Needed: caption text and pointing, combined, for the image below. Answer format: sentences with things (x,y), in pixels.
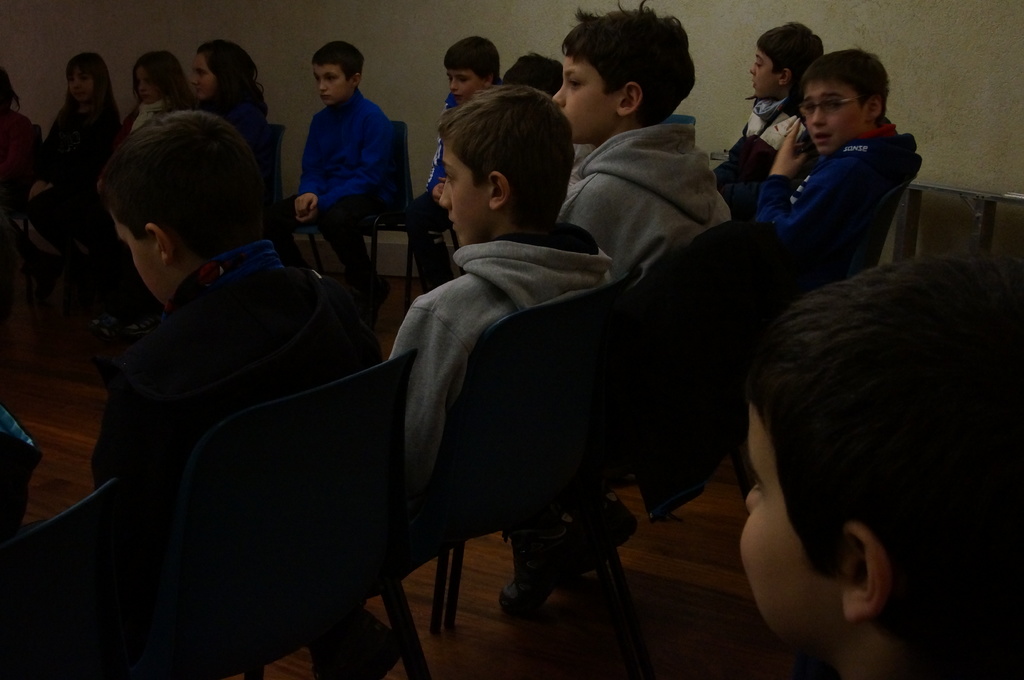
In this image I can see group of people (108,307) sitting on the chairs (502,429). The person (500,298) in front (453,296) wearing gray color jacket (466,292) and the person (350,125) at the back (350,125) wearing blue color shirt (333,122). Background (393,30) I can see wall (412,31) in cream color.
